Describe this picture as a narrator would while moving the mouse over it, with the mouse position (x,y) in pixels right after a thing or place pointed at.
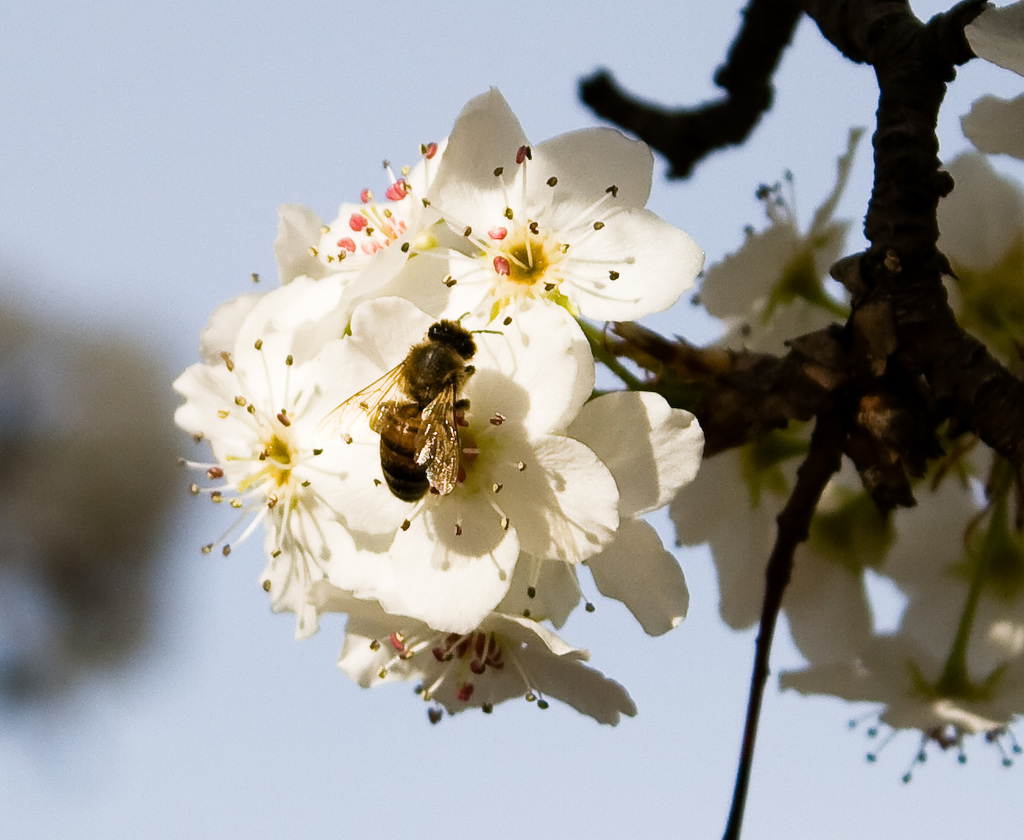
In the picture I can see an insect (445,441) on a white color flower (445,538). Here I can see flower plant (705,412). The background of the image (103,326) is blurred.
